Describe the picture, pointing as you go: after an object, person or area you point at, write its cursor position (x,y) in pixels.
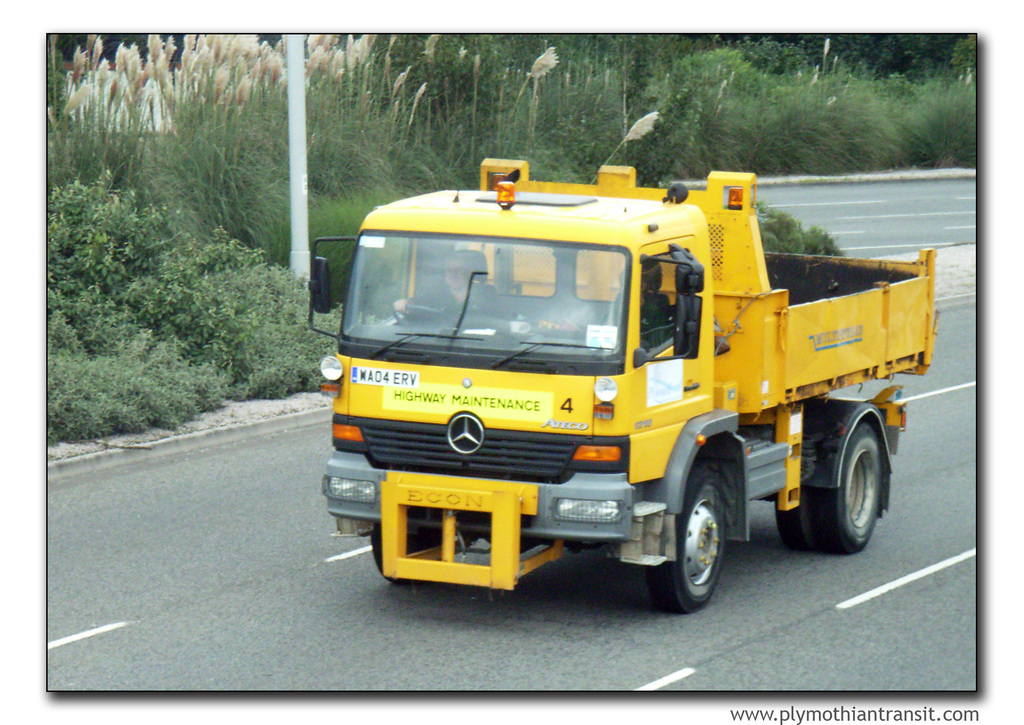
It looks like an edited image. We can see a person (427,304) is sitting in a vehicle (458,320) and the vehicle (514,369) is on the road (498,623). Behind the vehicle (428,338), there is a pole (294,146) and trees (589,138). At the bottom of the image (789,713), it is written something.
